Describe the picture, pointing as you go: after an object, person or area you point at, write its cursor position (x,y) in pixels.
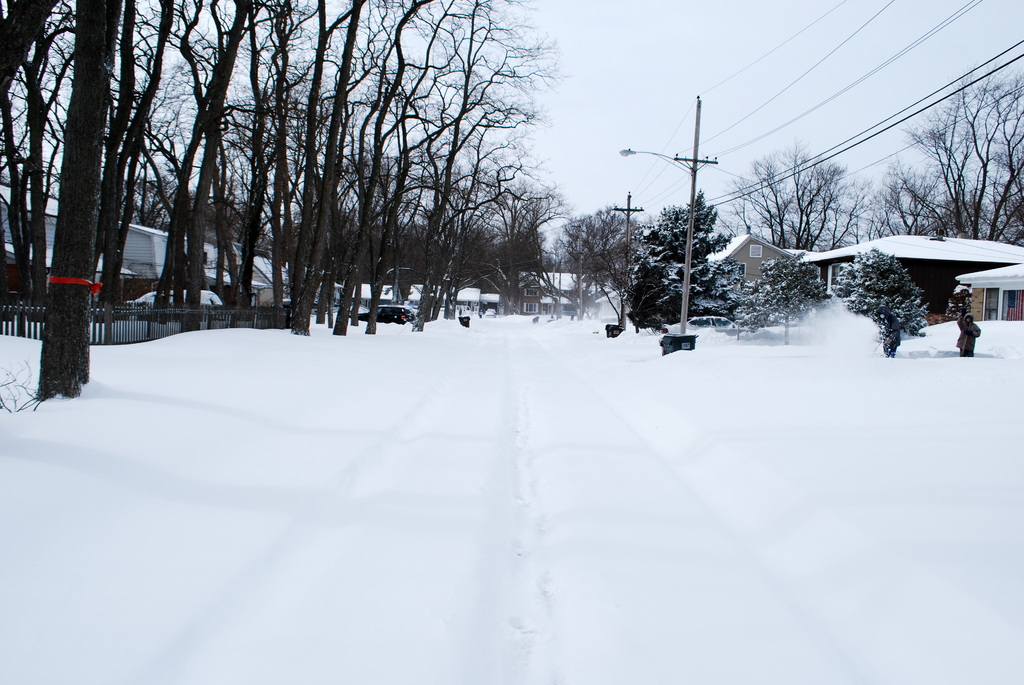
In this image we can see a group of trees (302,305), poles (684,299). On the right side of the image (964,351) we can see a person (968,339) standing in the snow (970,362), group of buildings (980,295). In the background (643,88), we can see the sky (669,81).
